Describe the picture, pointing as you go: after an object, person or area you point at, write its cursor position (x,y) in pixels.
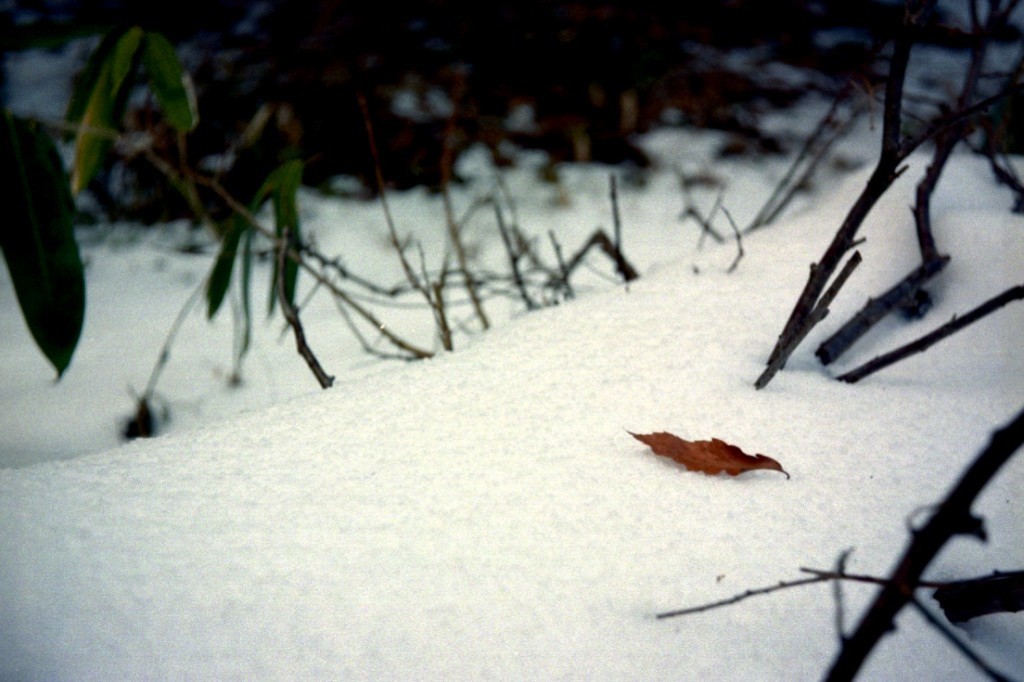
This image consists of a dry leaf (688,447) which is on the ground (689,436) in the center (674,442) and in the background (283,243) there is a plant (289,245). On the right side (823,264) there are branches (839,289). On the ground (456,546) there is snow (554,602).
